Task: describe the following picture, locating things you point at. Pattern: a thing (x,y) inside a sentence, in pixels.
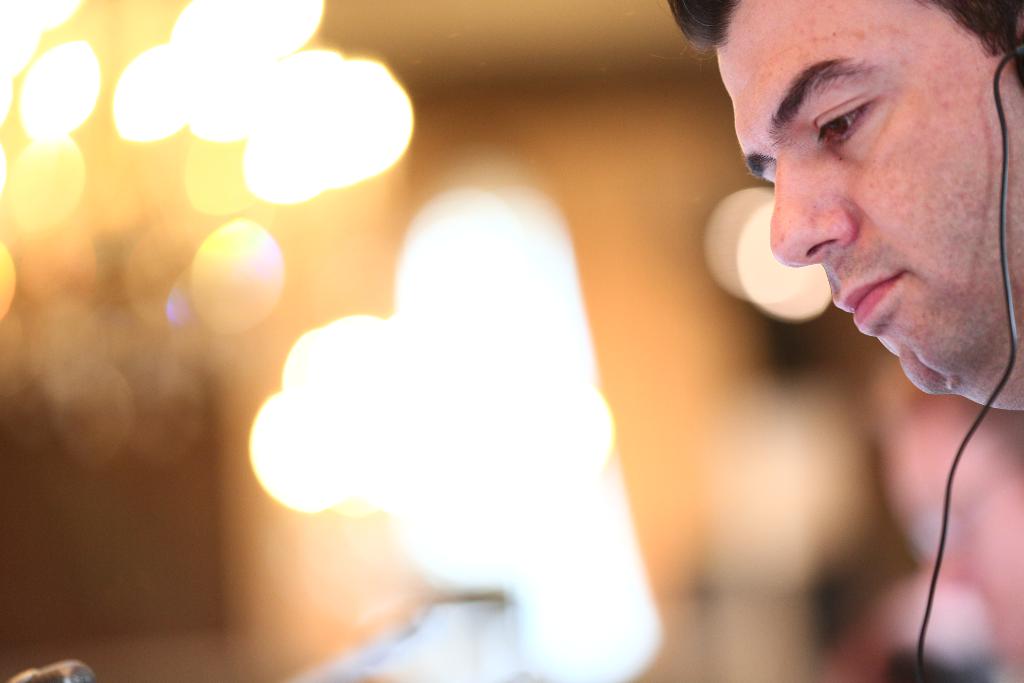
On the right side (937,304) we can see a person (937,304) wearing a headset (1021,53). In the background (268,292) it is blurred and there are lights (305,174).
